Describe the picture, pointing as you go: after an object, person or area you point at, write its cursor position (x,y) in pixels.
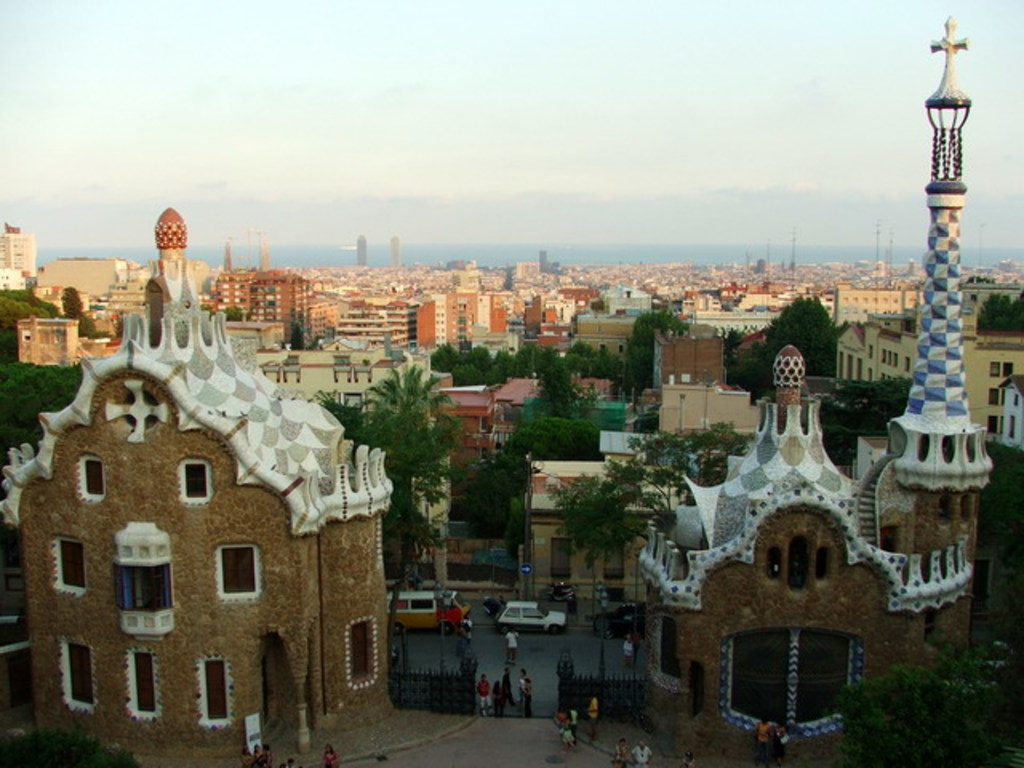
This is an outside view. At the bottom of this image (513,703) I can see few people (526,715) are walking on the road (474,730) and there are some vehicles (502,614). Here I can see many buildings (306,291) and trees (403,438). On the top of the image (487,83) I can see the sky (403,80).
